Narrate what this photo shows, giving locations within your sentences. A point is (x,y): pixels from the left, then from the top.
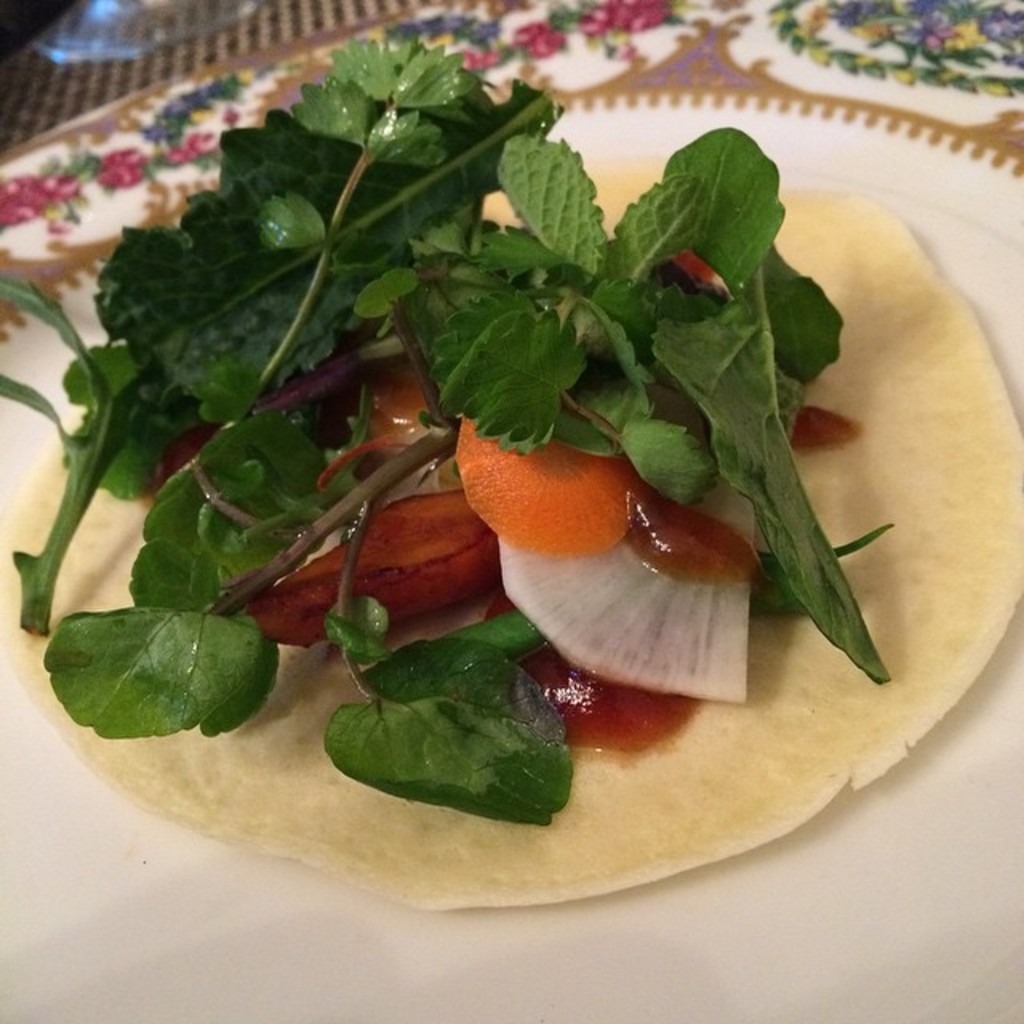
Here in this picture we can see some leafy vegetables (238,407) and other vegetables (520,530) present on the plate (25,441), which is present on the table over there.
